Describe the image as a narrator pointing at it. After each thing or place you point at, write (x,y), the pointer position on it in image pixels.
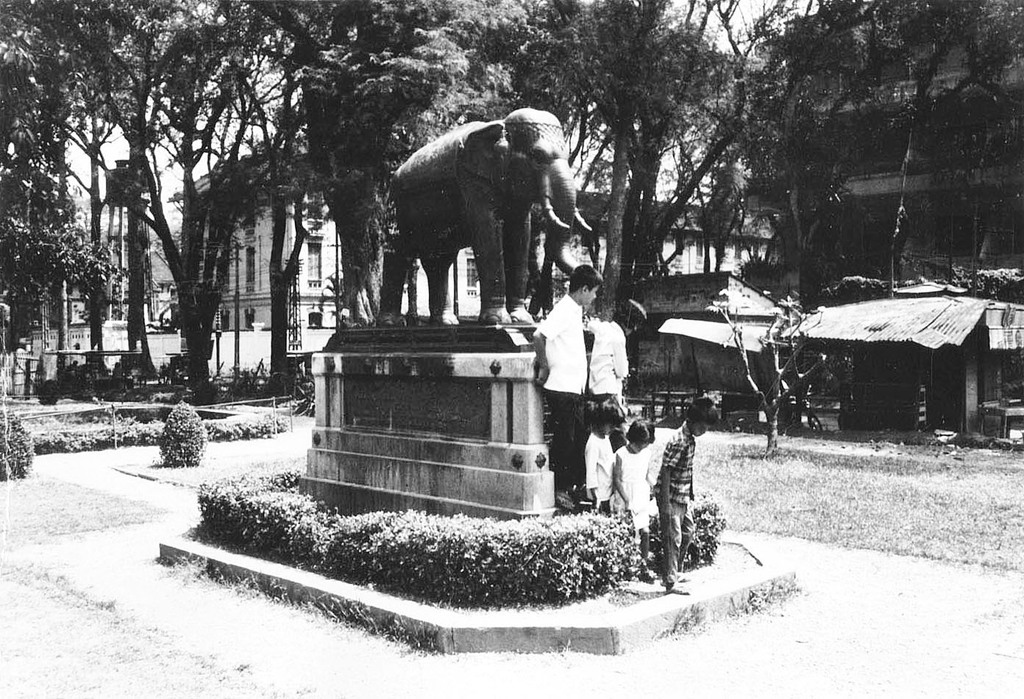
This is a black and white image. In the center of the image (494,292) we can see statue (554,168) and persons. In the background (62,49) we can see trees (611,177), houses (663,238), sheds (728,341) and sky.
